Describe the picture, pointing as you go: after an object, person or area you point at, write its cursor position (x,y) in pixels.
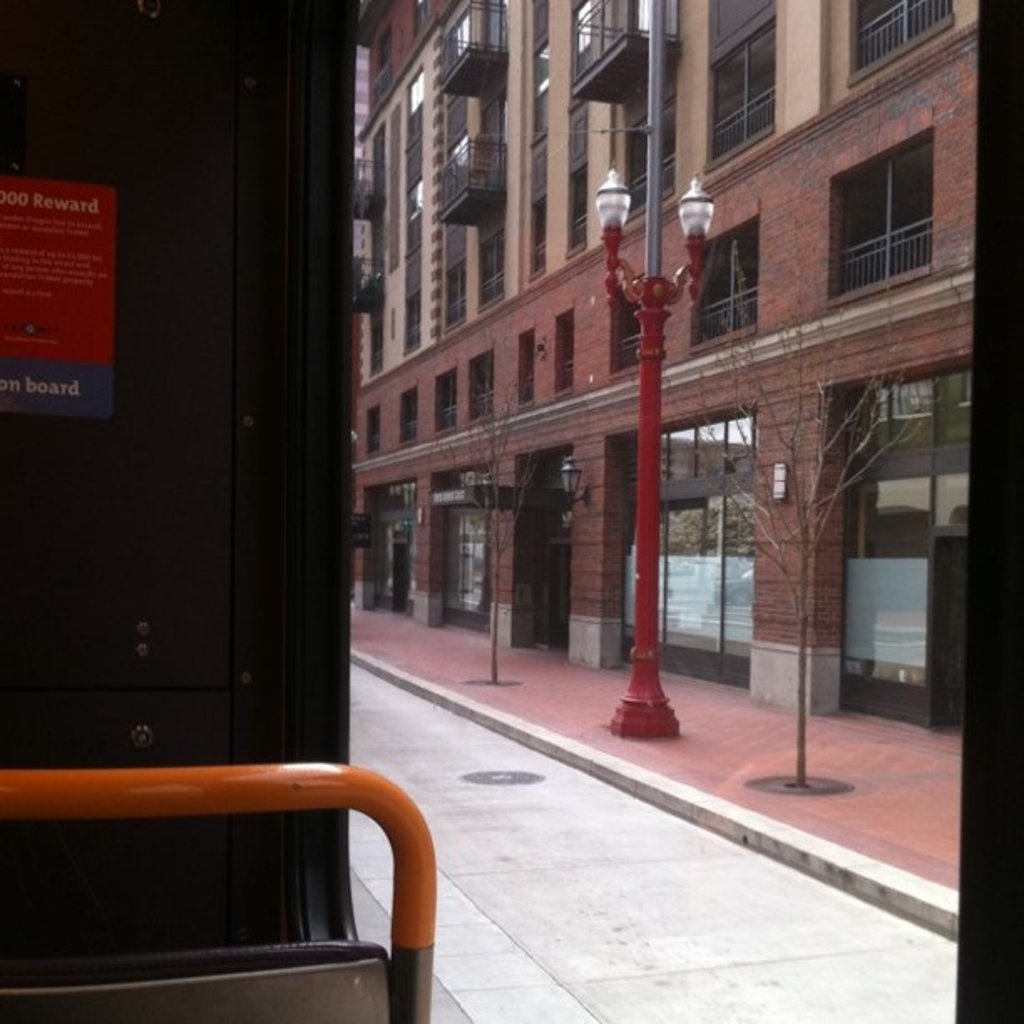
This picture is clicked outside. On the left (259,776) we can see the metal rod (307,766) and a poster (73,292) attached to the black color object (169,346) and we can see the text (15,266) on the poster (36,365). On the right (684,202) we can see the lamps (619,199) attached to the pole (641,520) and we can see the dry stems (827,467) and branches (495,614) of the trees (772,541) and we can see the building (564,90), windows (388,74) and deck rails (469,53) of the building (785,616) and we can see the wall mounted lamps (575,477).
